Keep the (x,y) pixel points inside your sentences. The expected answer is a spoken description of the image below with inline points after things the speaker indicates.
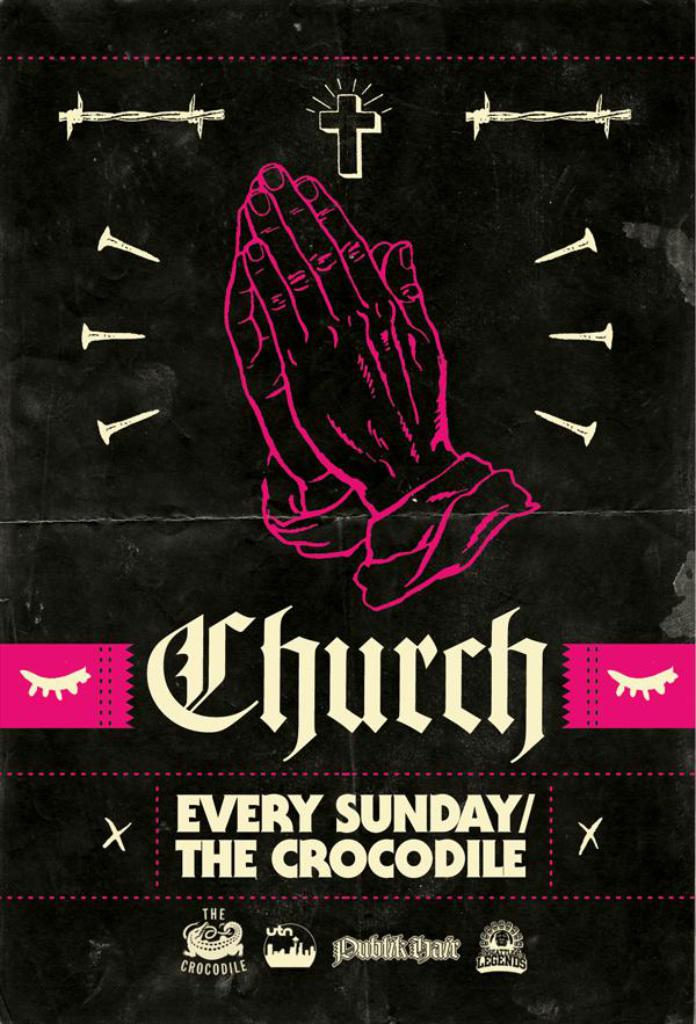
In this picture we can see a person hands (375,448), symbols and some text (344,701) on it.
